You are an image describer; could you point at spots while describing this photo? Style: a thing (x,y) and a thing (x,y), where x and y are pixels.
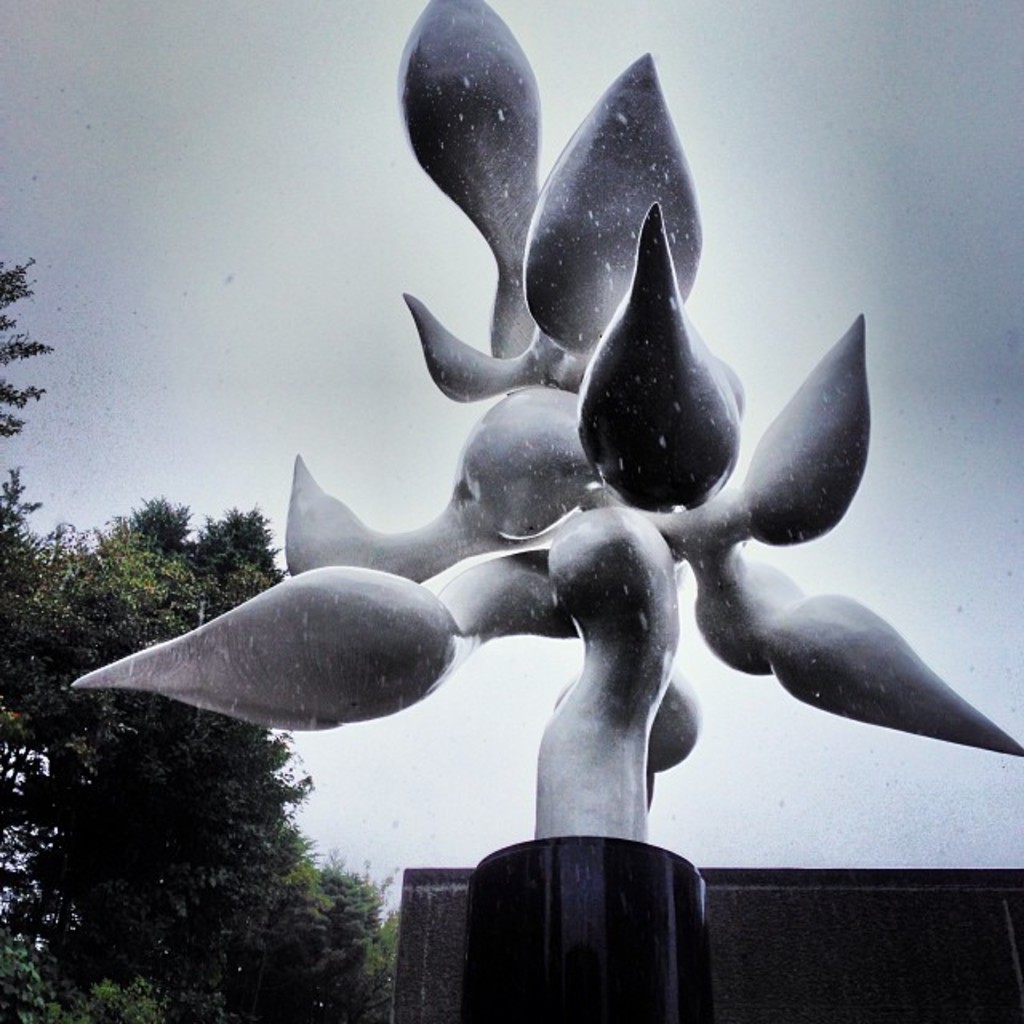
In this picture, it looks like a statue fountain (531,531). Behind the statue fountain (599,610), there is the sky (748,341). On the left side of the image (45,700), there are trees (48,734).
